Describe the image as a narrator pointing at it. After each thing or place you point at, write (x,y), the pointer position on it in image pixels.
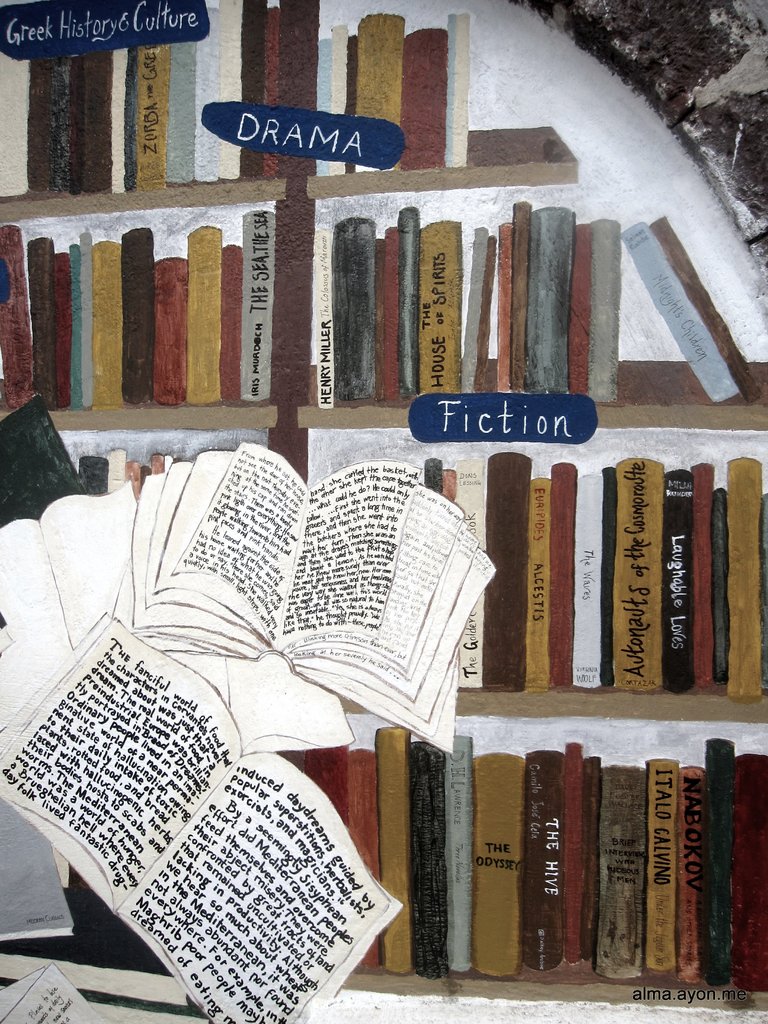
In this image I can see the painting (142,459) of few books (190,694) and also many books (468,501) in the rack (221,405). I can see something is written on it.
